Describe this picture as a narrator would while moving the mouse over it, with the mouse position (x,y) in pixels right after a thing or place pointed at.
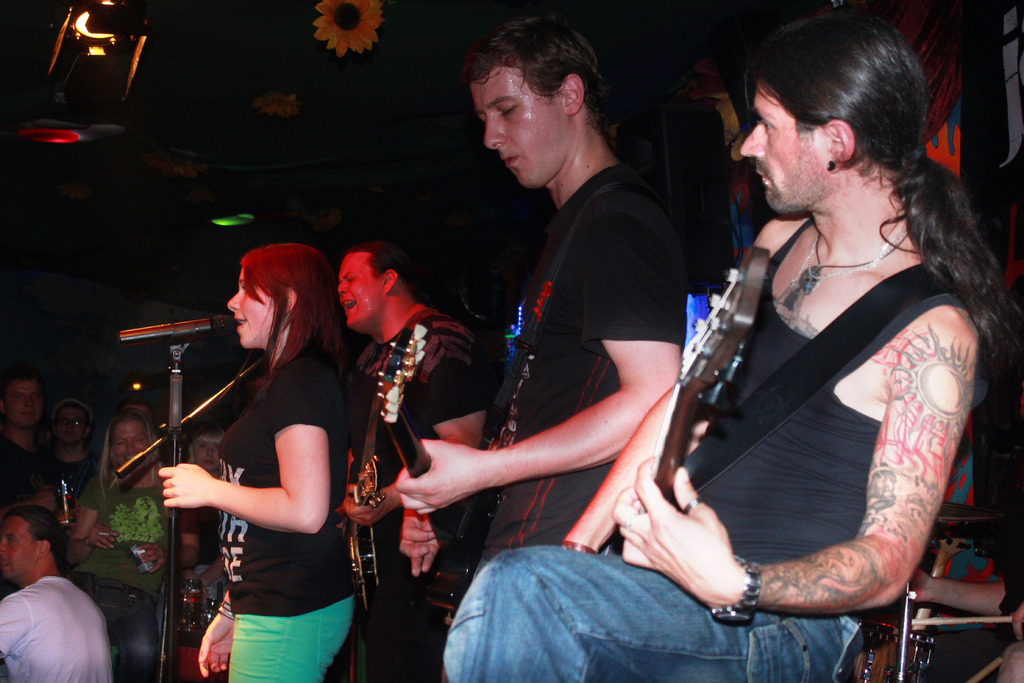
Here we can see a woman (271,391) who is singing on the mike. There are three persons (658,396) playing guitar (725,296). There is a flower (348,23) and this is light (86,32). Here we can see some persons (110,474) and he is holding a bottle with his hand (54,490). In the background (410,105) there is a wall (674,92).
